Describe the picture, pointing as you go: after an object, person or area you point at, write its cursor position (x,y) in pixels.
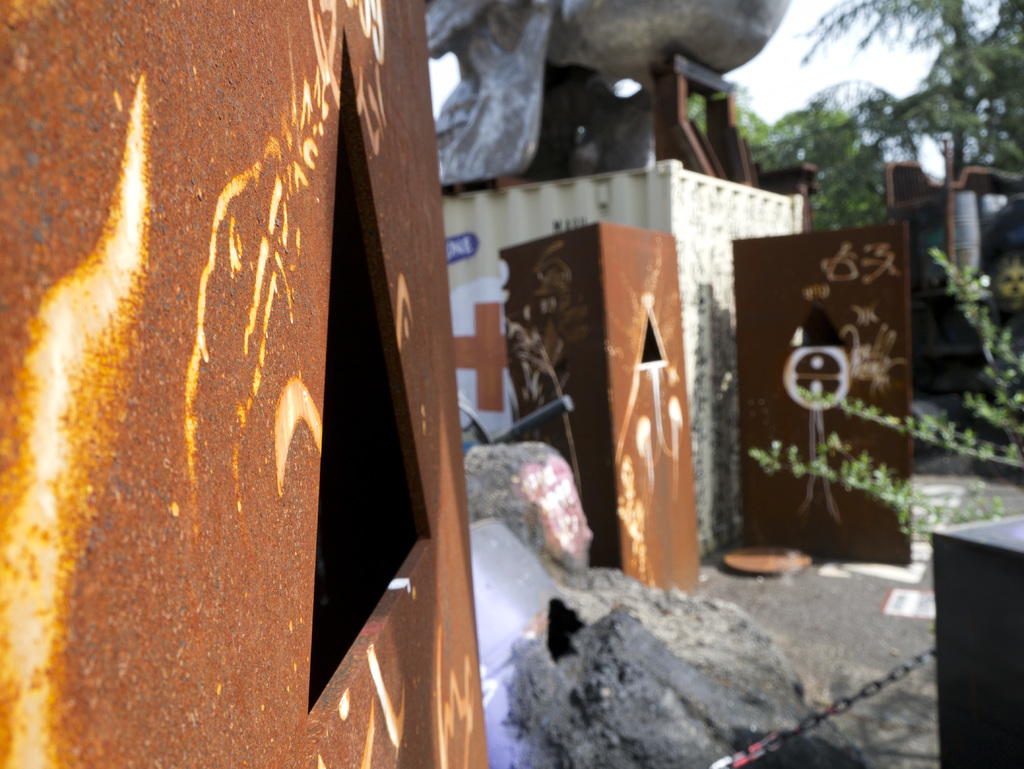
In the picture we can see a part of the wall (81,247) which is brown in color and beside it, we can see some rocks (758,730), plants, and some objects (684,119).
